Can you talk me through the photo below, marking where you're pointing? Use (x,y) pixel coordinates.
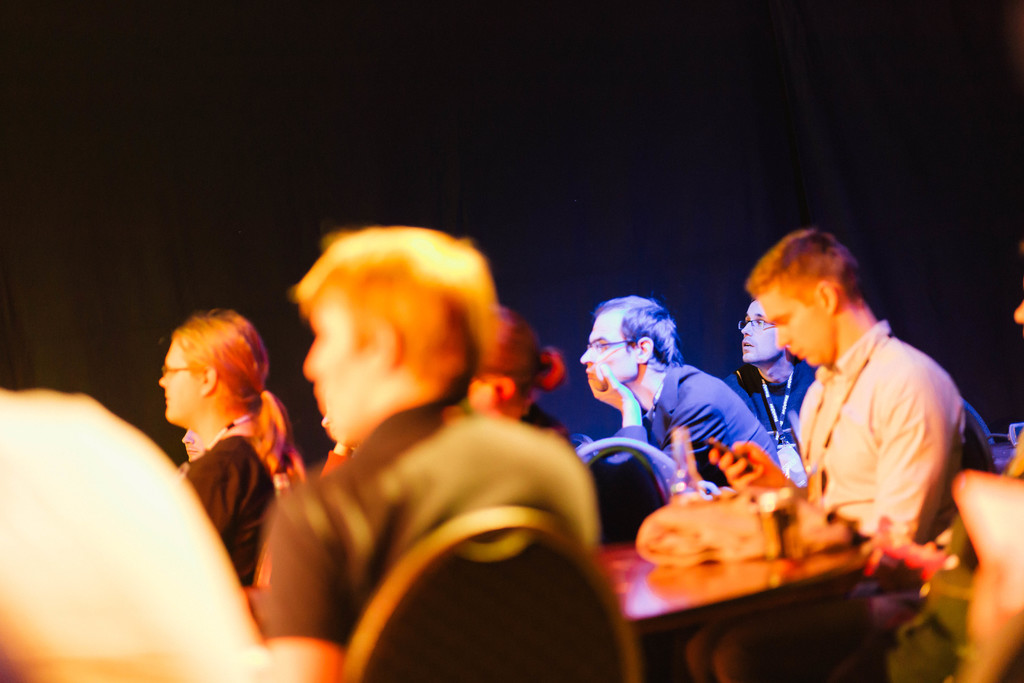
In this image we can see few persons (589,508) sitting on the chairs (606,452) in which few of them are wearing goggles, there we can see a table (729,606) with a bag (691,560) on it, we can see some lighting (628,391) on the person's (531,463).
